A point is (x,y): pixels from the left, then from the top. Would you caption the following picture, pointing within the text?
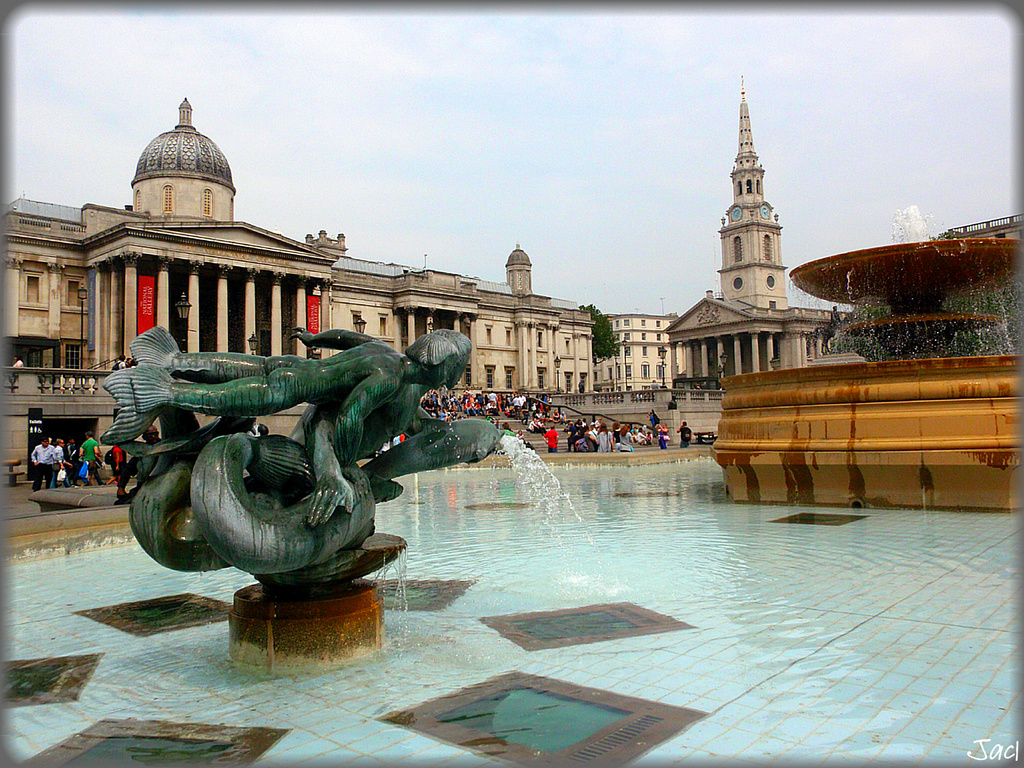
In this picture we can see sculpture (224,562) on the platform (263,603) and water fountain (650,487). There are people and we can see buildings (655,371), pillars (299,285) and leaves (600,320). In the background of the image (516,88) we can see the sky (407,206).
